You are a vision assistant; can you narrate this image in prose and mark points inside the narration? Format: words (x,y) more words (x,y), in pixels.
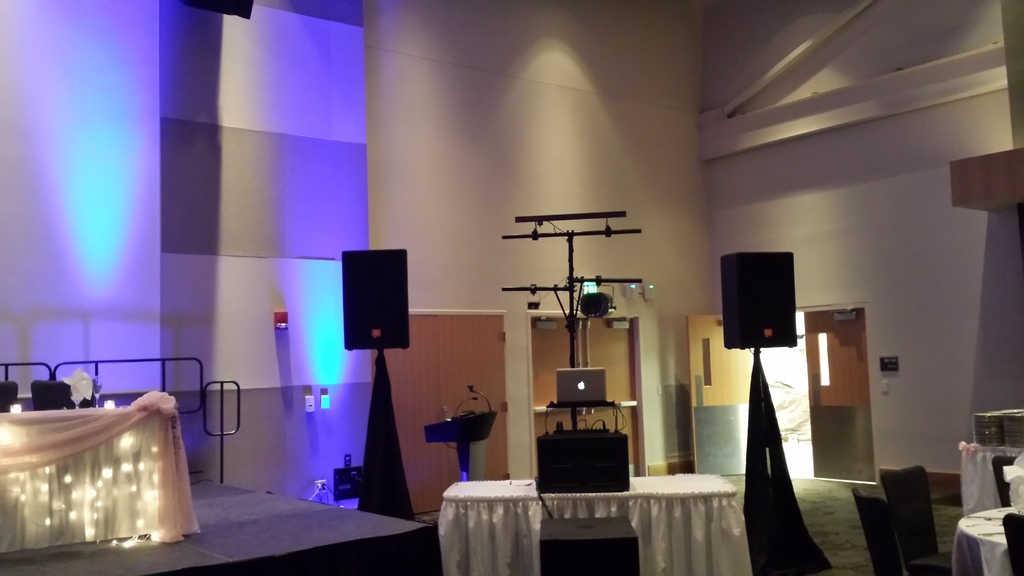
In this image I can see on the left side (229,541) it looks like a stage (284,538), there are chairs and table (162,478) on the stage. In the middle (607,376) there is a laptop (586,391) and there are two speakers (735,267). On the right side (689,375) it looks like a door (840,404).
